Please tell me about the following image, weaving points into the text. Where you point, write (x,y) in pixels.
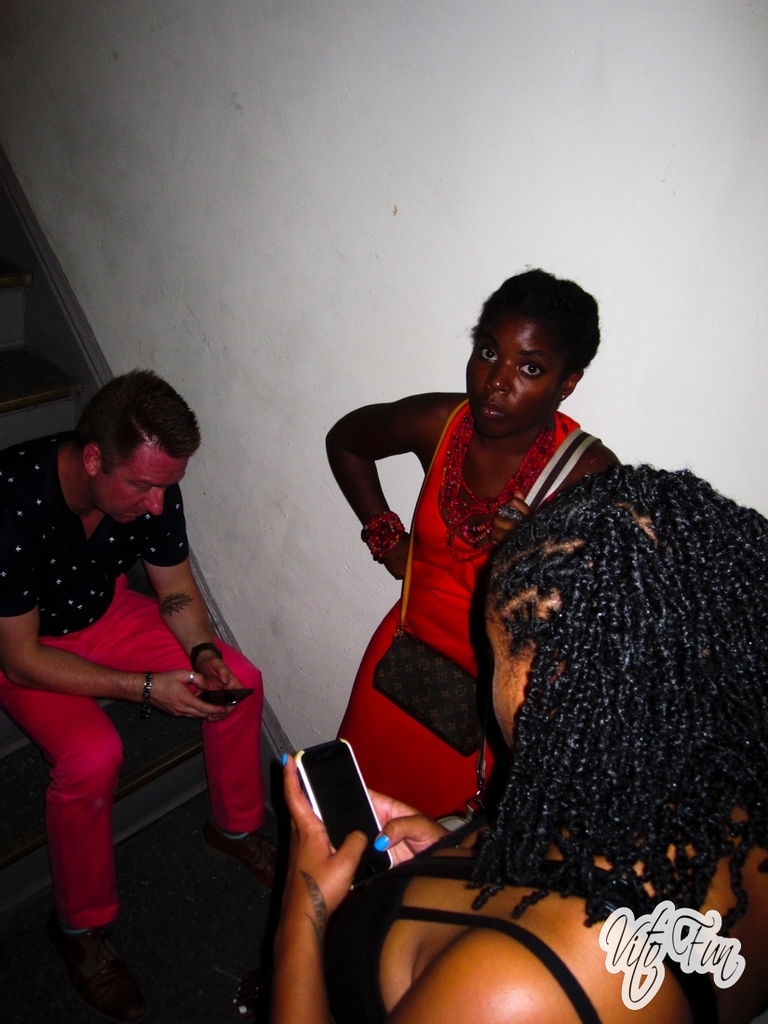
Here we can see one man (112,641) sitting on stairs (179,718) holding a mobile (236,699) in his hand (194,705). We can see two women (516,607) standing here. One woman (426,830) is holding a mobile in her hands (376,792). This is a wall (463,107) in white colour.
